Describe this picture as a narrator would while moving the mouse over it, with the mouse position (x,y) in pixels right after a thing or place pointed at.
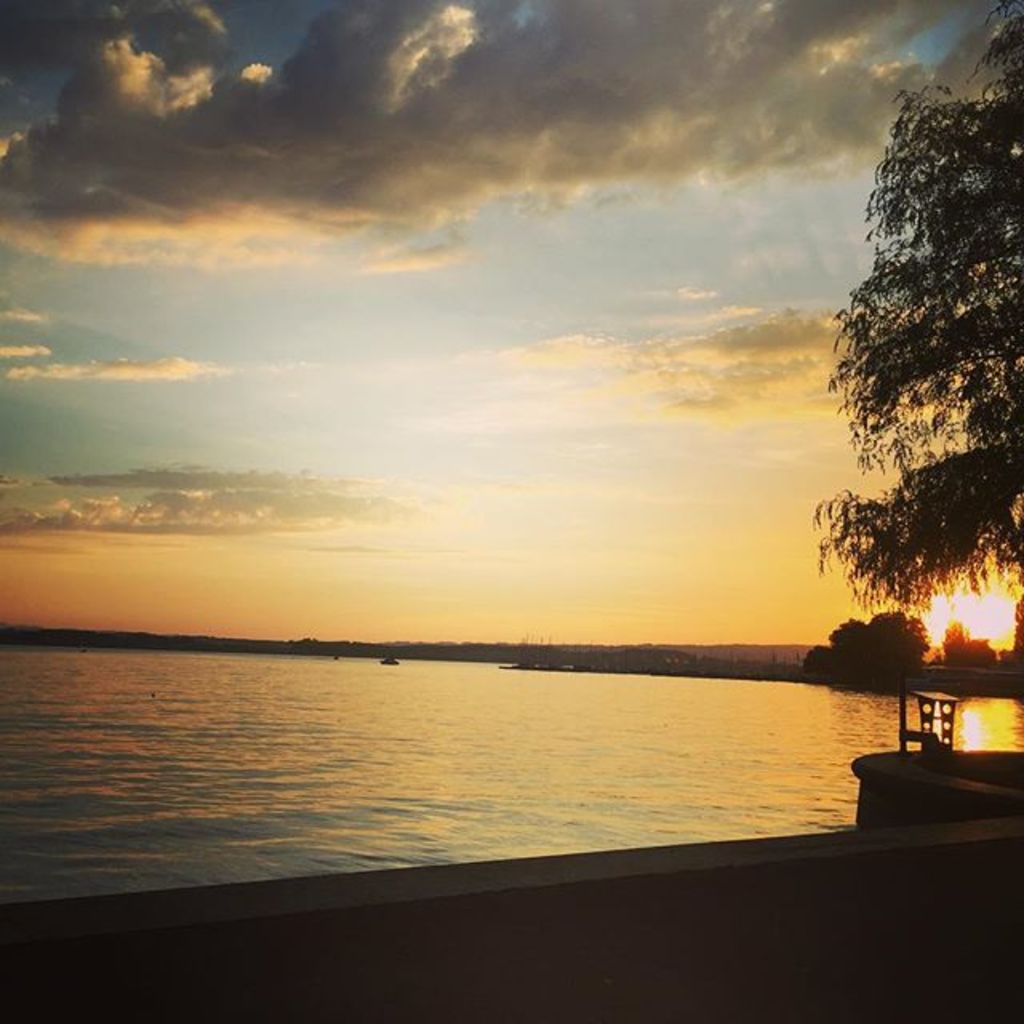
In this image we can see the water (221,761) and a wall (538,975). On the right side (937,393), we can see few trees (909,468) and the sun (951,588). At the top (388,266) we can see the sky (320,287).
